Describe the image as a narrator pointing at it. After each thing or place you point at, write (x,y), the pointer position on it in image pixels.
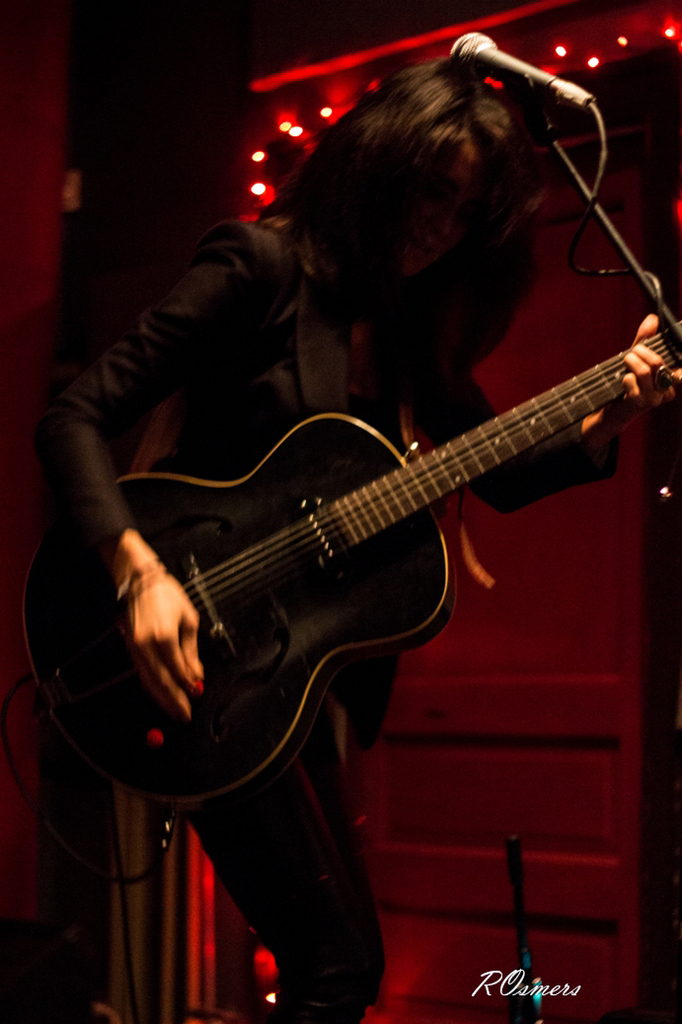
In this picture we can see one woman (426,113) is standing and playing a guitar (358,541) in front of her there is a microphone (564,95) background we have a lighting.
